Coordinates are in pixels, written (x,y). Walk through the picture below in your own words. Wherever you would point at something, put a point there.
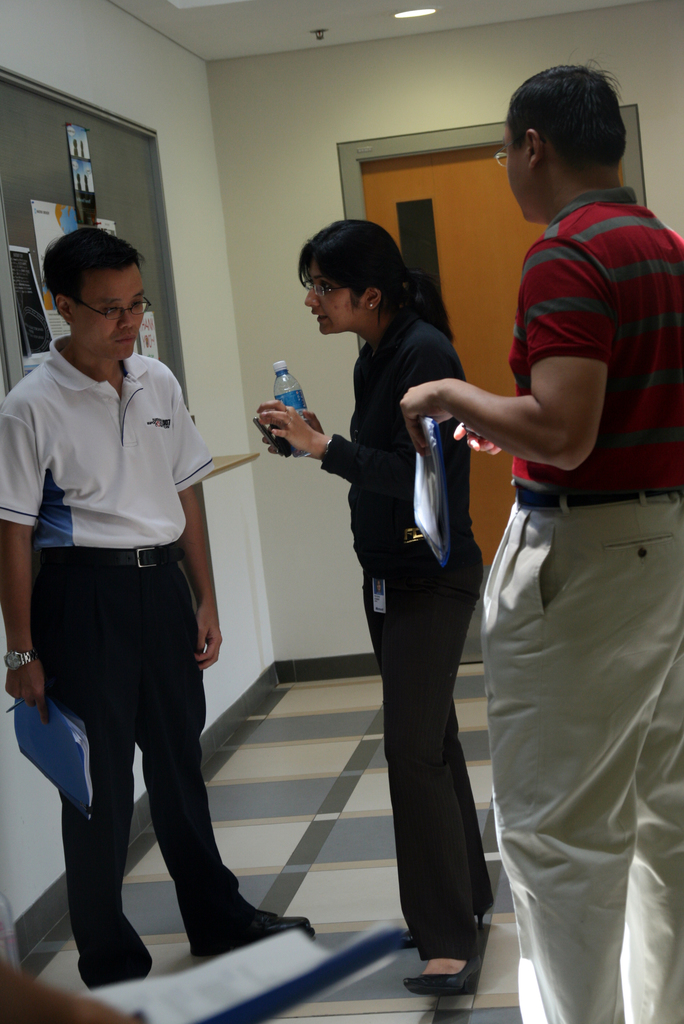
There are two men (80,538) and one woman (373,525) standing. This looks like a notice board (59,155) with the posters (28,277) attached to it. This is the door (469,209). I can see the woman (391,677) holding a water bottle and mobile phone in her hand (319,442). I can see a ceiling light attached to the roof (391,14). At the bottom of the image (58,1016), I think here is a person (83,1002) holding a file (242,997).
